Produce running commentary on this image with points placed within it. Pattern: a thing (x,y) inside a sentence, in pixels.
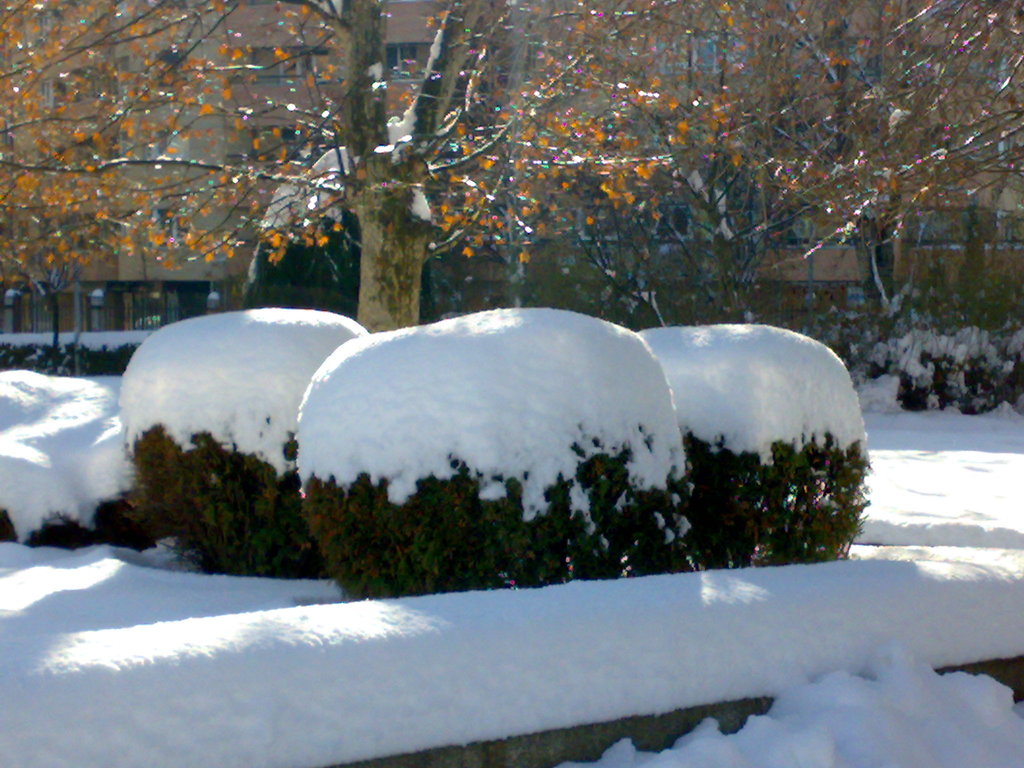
In this image we can see group of plants (741,392) covered in snow (250,351). In the background (945,176) we can see several trees (148,139) and buildings (193,136).
